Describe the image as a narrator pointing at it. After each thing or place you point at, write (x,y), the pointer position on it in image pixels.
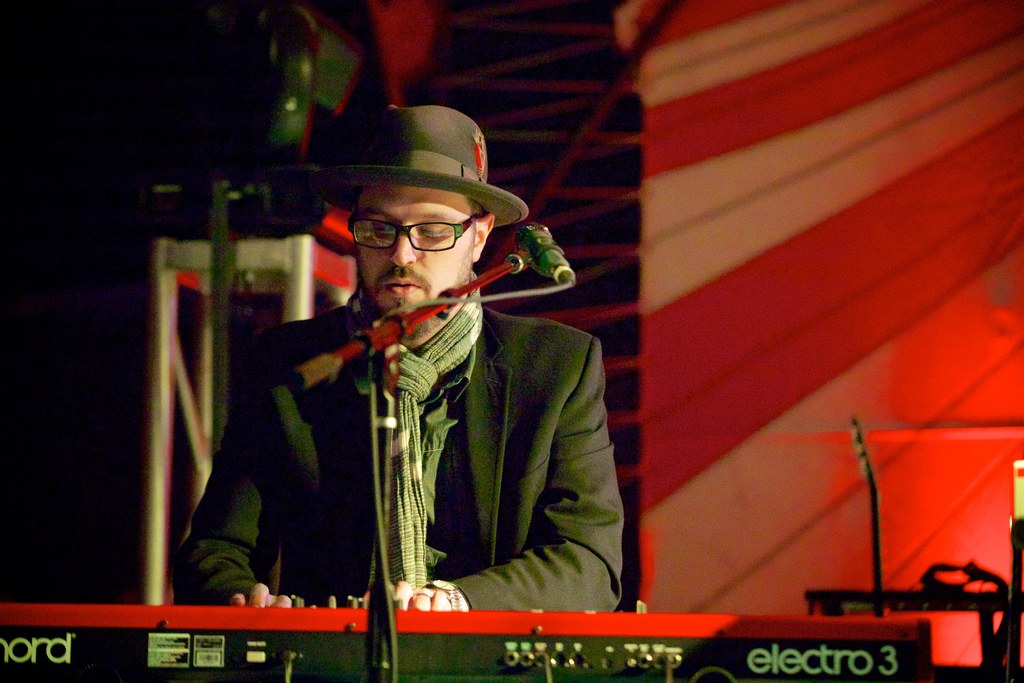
In the image there is man (392,257) with suit (536,374) and hat (445,176) singing on mic (550,264) and playing piano (350,619), this seems to be on stage (301,97), behind him there is cloth banner (818,424). he had scarf (421,366) to his neck (435,333).
